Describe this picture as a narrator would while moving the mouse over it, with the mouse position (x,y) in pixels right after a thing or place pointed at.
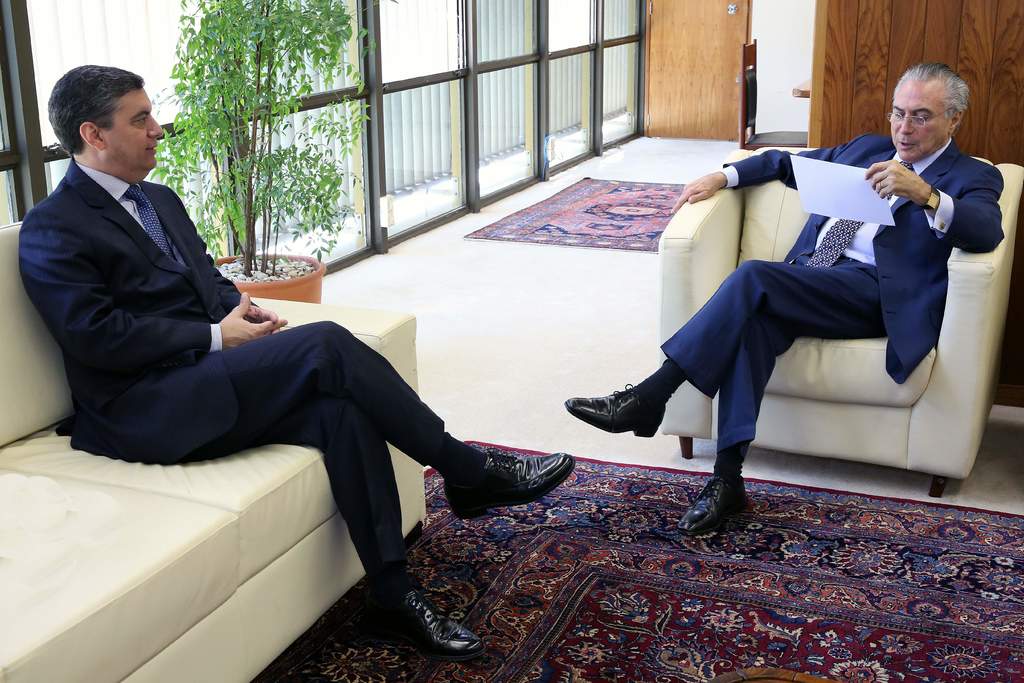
As we can see in the image there are windows (396,135), plant (278,151) and two people (299,368) sitting on sofas (137,527) and on floor (652,353) there are mats (601,193).
